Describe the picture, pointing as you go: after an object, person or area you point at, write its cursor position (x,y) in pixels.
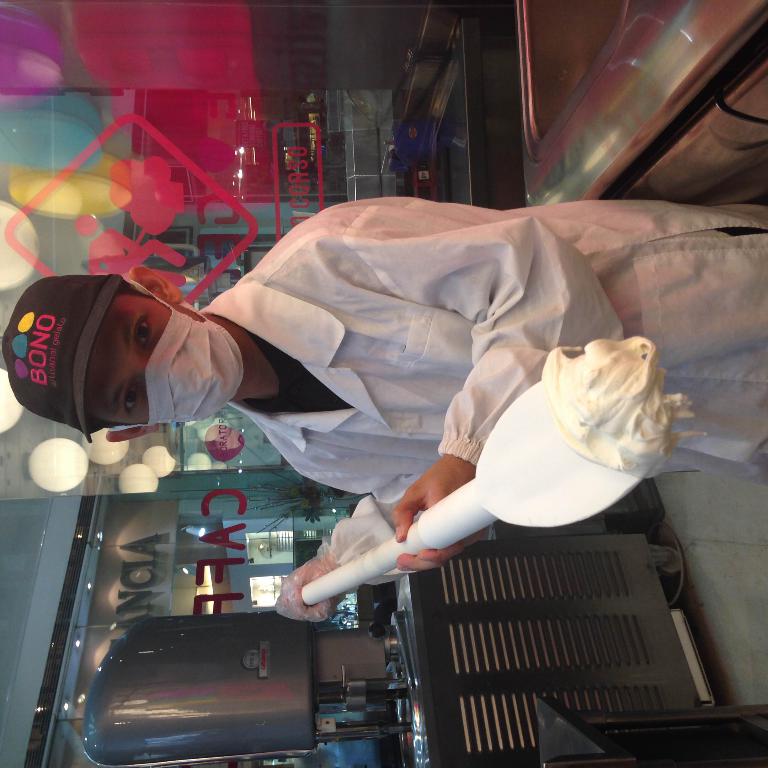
In this image we can see a person (388,387) is wearing a mask (204,390) to his face (204,403) and holding something in his hands (342,560).
